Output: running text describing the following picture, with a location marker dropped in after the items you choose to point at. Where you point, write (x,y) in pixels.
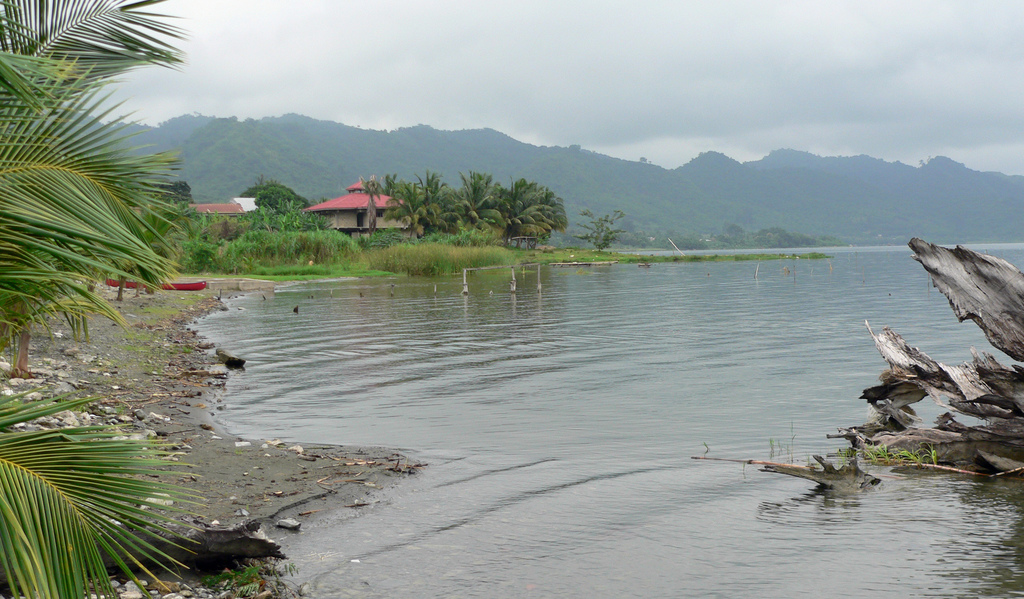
In the picture we can see a water (646,522) beside it, we can see some stone particles (63,370) on the path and some trees (27,213) and in the background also we can see grass plants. Houses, trees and hills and sky (918,28) with clouds (402,68).
